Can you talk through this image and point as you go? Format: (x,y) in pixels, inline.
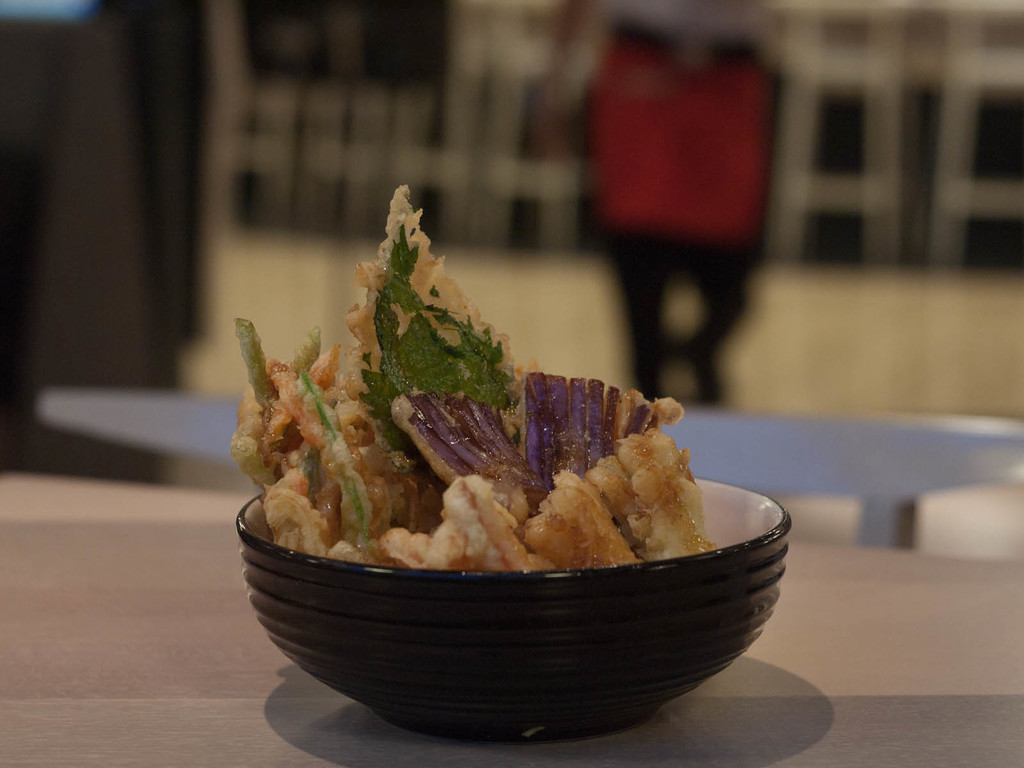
In this image we can see a bowl (475,588) on a surface (174,606). In the bowl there is a food item (554,460). In the background (585,123) it is blur.
